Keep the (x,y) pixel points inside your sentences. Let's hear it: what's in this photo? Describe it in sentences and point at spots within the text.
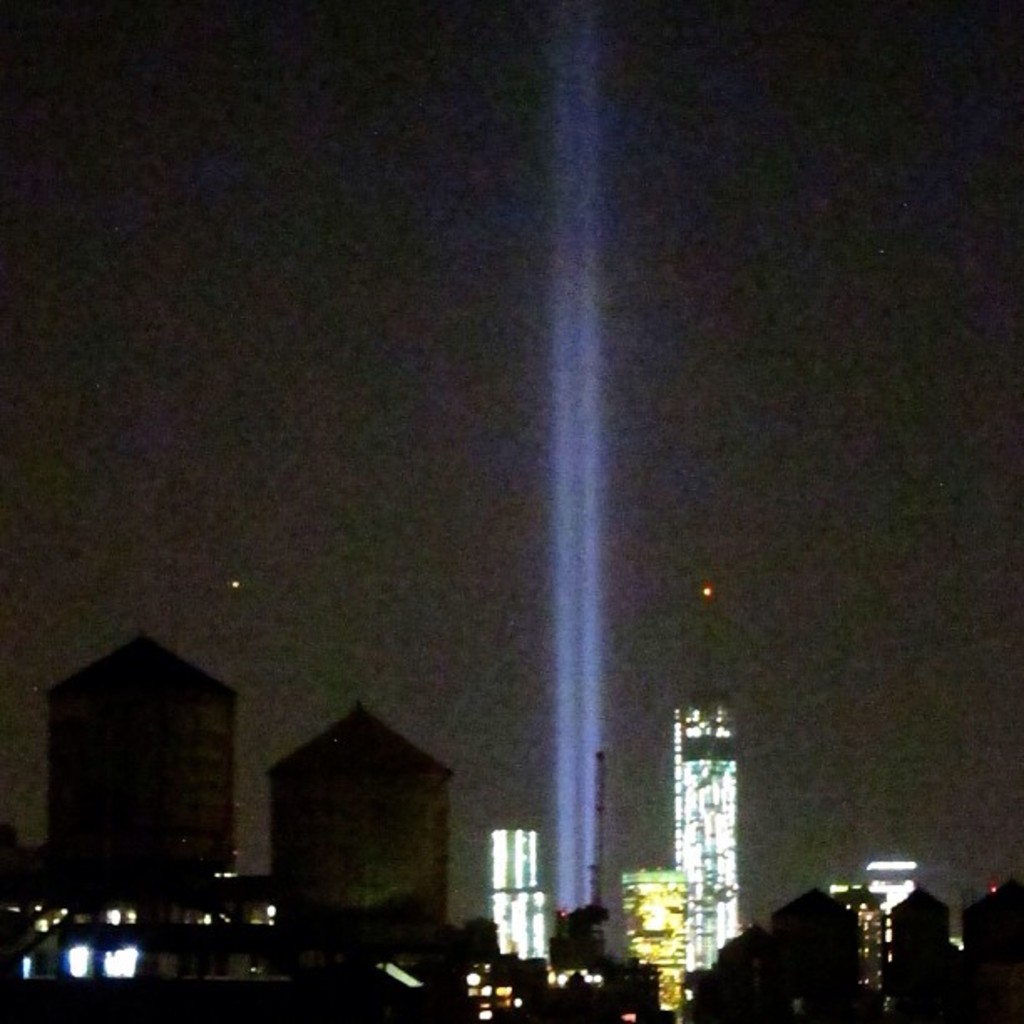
This is a picture of a city (216,902). At the bottom (525,906) there are skyscrapers (659,917), buildings (428,945) and lights (696,862). At the top (597,265) sky (246,249) is dark. In the center of the picture (588,581) there are lights (564,658).
